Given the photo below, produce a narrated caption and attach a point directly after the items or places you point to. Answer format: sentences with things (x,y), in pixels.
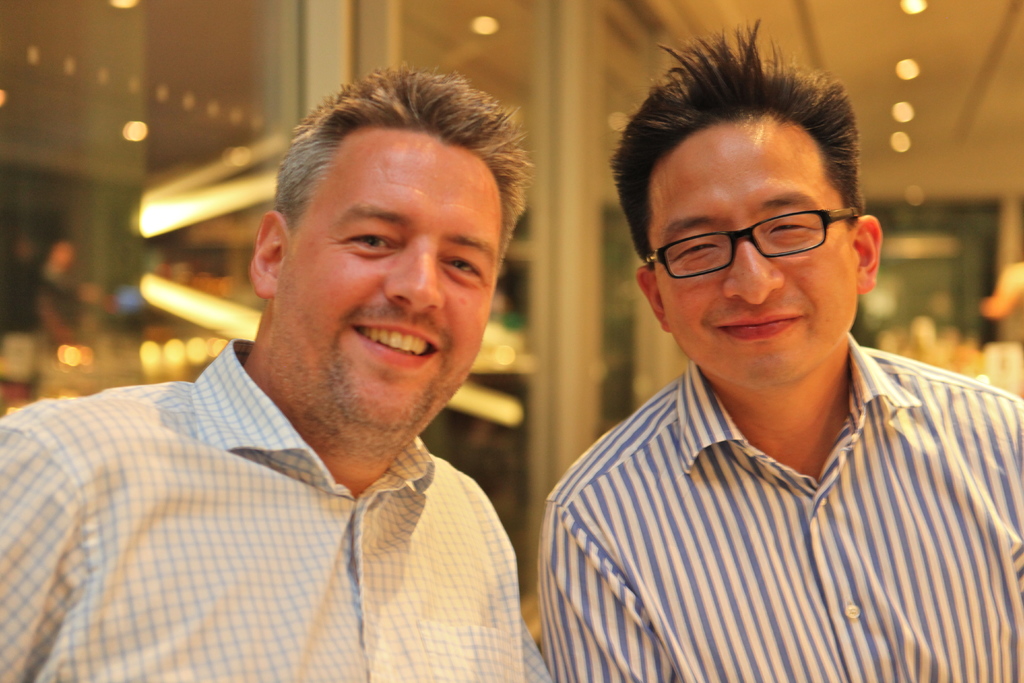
In this picture there are two men (456,484) who are wearing white shirt (552,513) and smiling. In the back (630,320) I can see the glass partition (603,320), doors (564,331) and blur image (974,306). At the top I can see some lights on the roof (862,14).
